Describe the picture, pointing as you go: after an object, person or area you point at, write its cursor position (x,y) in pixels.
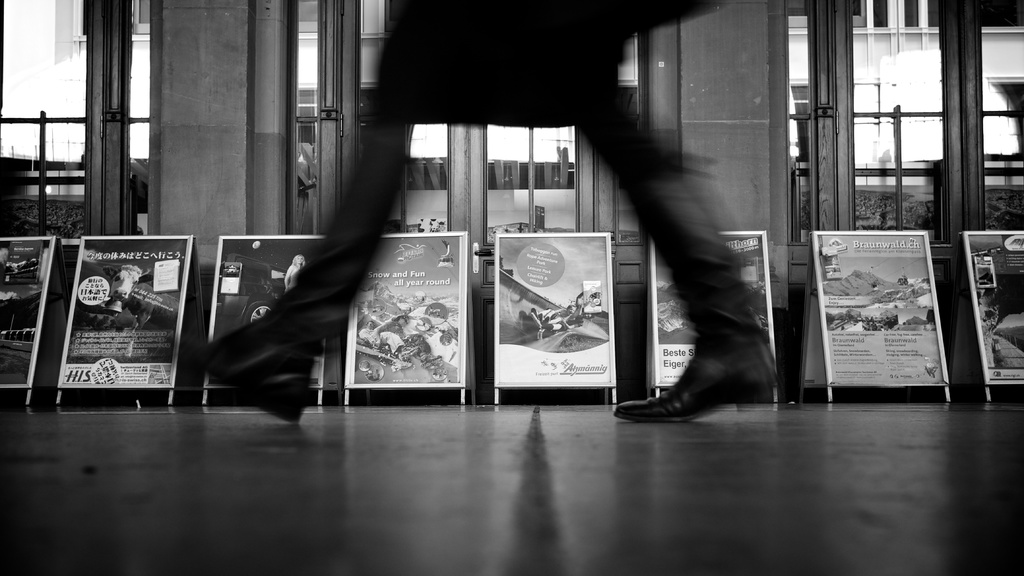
This is a black and white image. I can see a person's legs (302,358). These are the posters (398,291) attached to the boards (935,306). This looks like a building (717,150) with glass doors (959,149).
